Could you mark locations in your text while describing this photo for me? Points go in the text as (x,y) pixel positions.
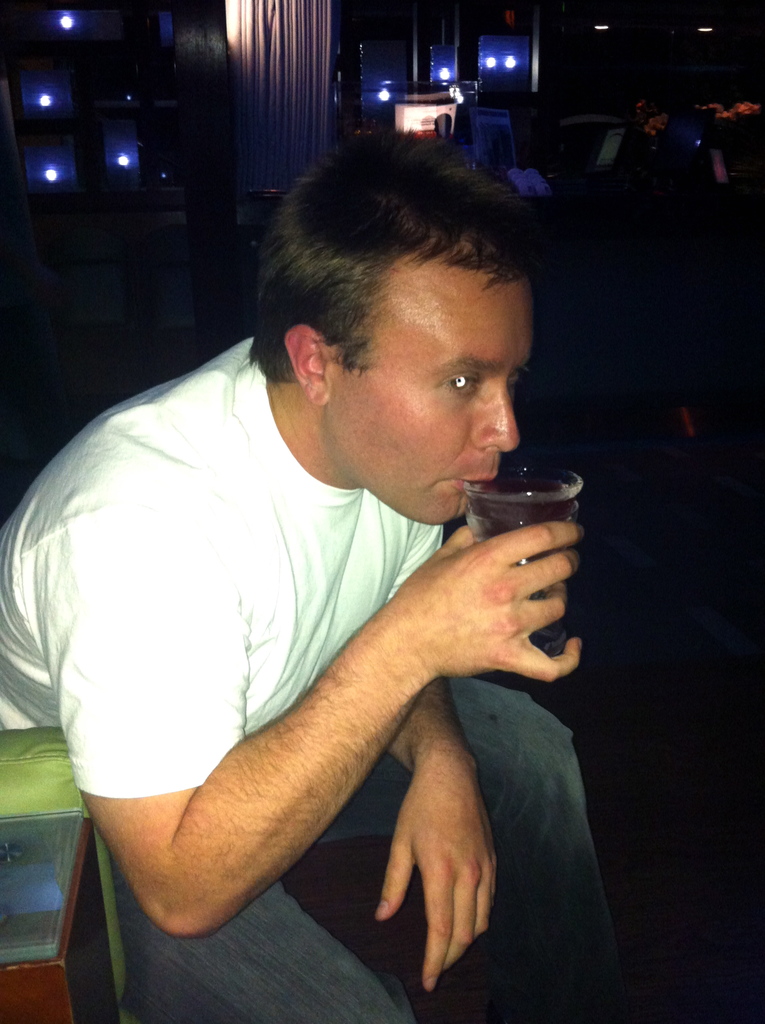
In this picture we can see a person (192,606) drinking liquid (537,523) from a glass (476,533). We can see an object (10,1020) on the left side (34,842). There are a few lights (48,101) and some objects (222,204) are visible in the background (591,123).
